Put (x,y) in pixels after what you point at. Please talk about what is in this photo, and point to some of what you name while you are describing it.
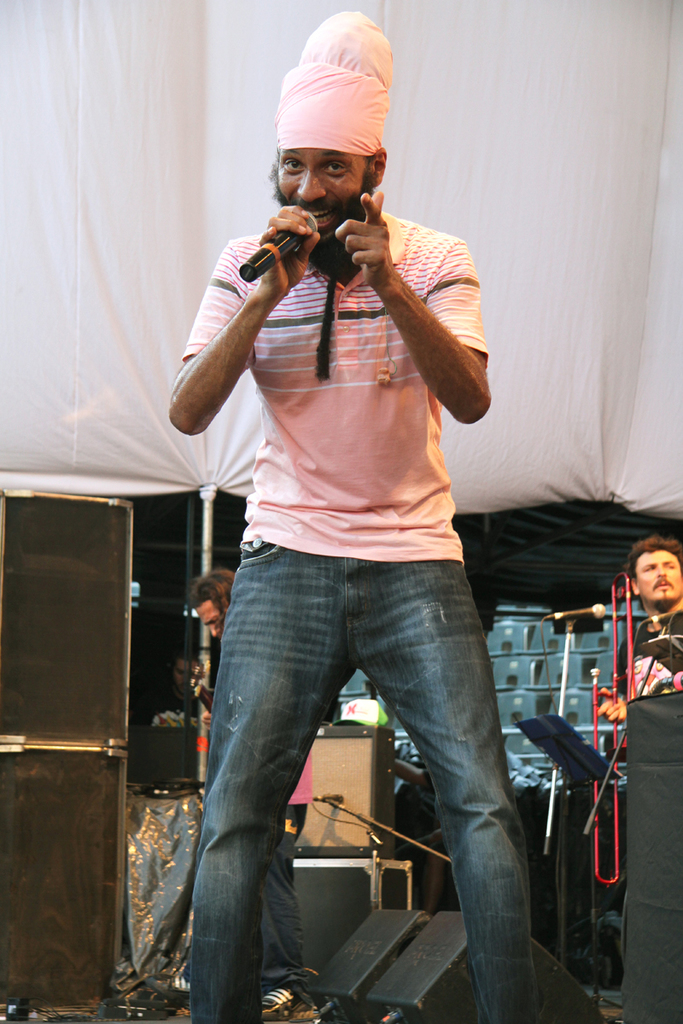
In this picture there is a man (379,392) standing and holding a mic (279,240) in his hand (296,269), singing. There are three men (651,574) who are standing at the background (658,589). There is a loudspeaker (358,941) and few other objects (353,958).
